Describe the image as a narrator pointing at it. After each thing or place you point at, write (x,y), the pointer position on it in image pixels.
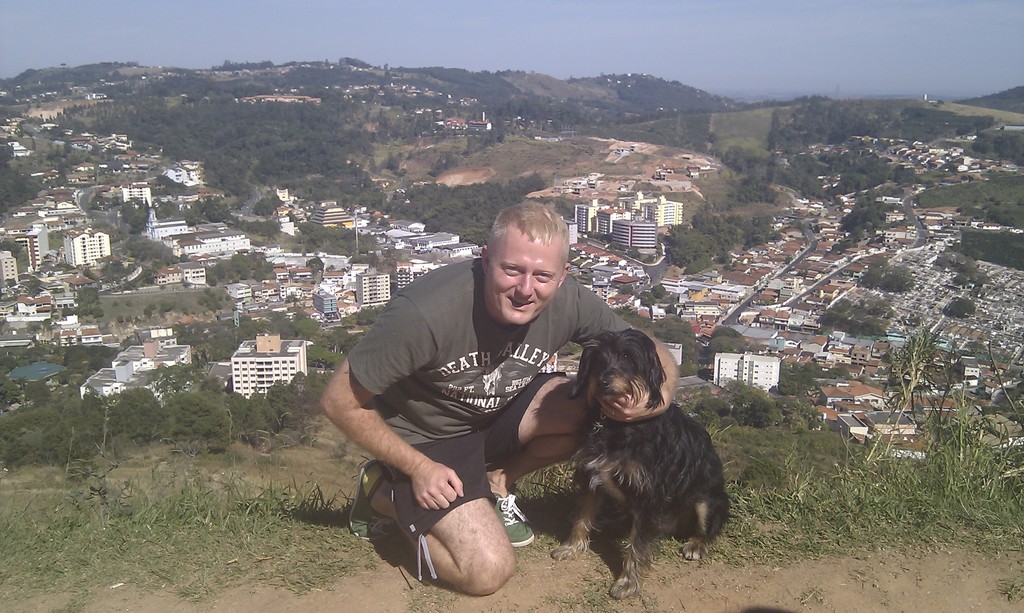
a person (488,430) is sitting holding a dog (692,457). behind him there are trees (199,422) and building (150,202) and at the back (532,171) there are hills (654,152).
